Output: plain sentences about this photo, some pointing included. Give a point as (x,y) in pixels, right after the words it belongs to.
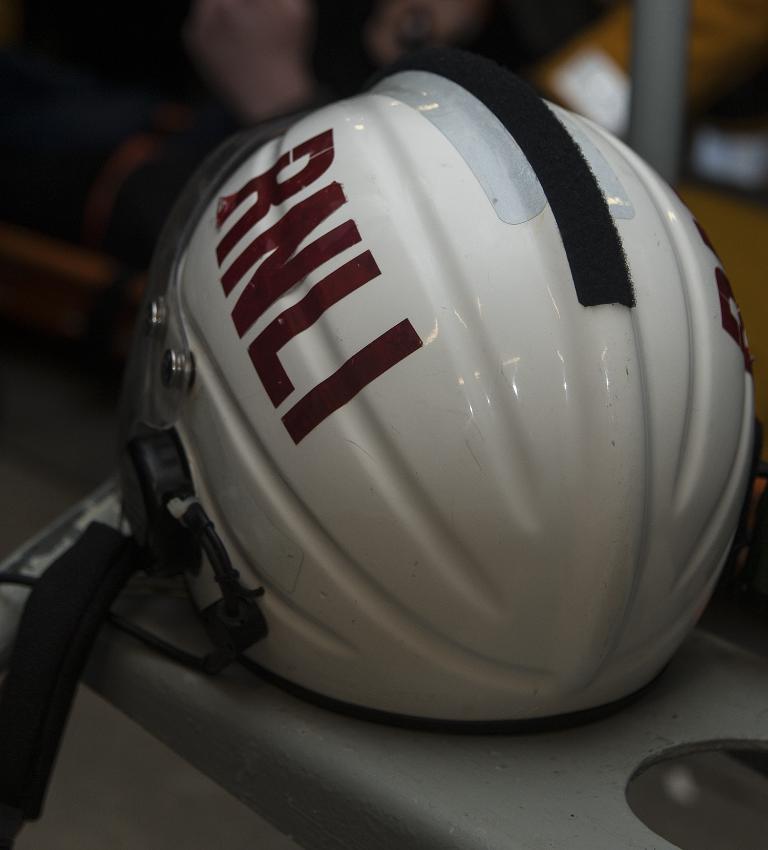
There is a white color helmet (496,310) placed on a table (582,802). And the background (740,22) is blurred.
